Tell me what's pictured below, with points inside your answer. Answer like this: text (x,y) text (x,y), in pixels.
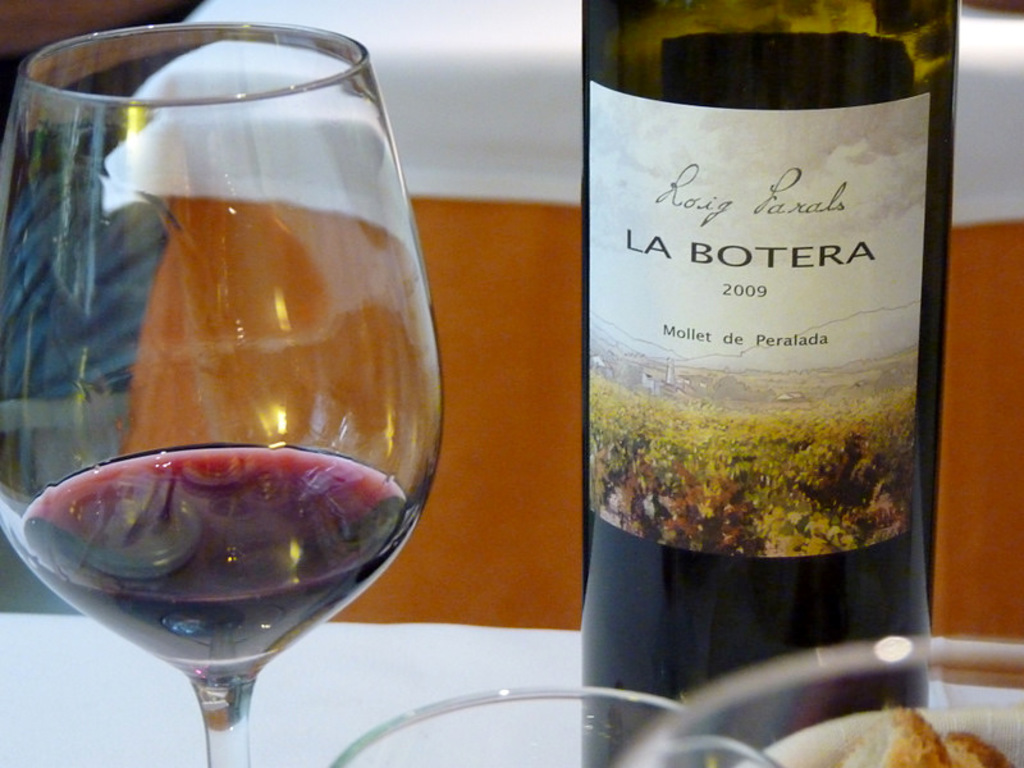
In the image there is a glass (115,482) which is filled with some liquid content (259,603). On right side (722,380) there is a bottle (730,390) on which it is labelled as '2009 LA BOTERA'.
